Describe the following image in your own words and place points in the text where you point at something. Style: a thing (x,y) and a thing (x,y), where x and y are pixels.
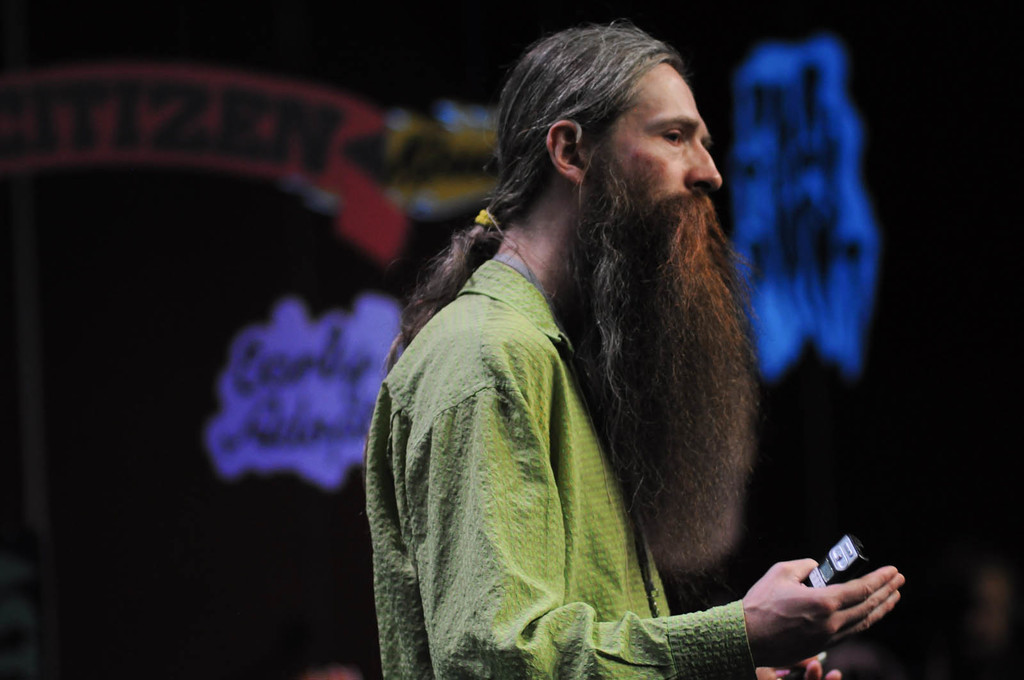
In this picture there is a man (566,425) standing in a center holding a black colour object (830,584) in his hand (803,597). In the background (288,138) there are posters (298,191) with some text (225,143) written on it.
